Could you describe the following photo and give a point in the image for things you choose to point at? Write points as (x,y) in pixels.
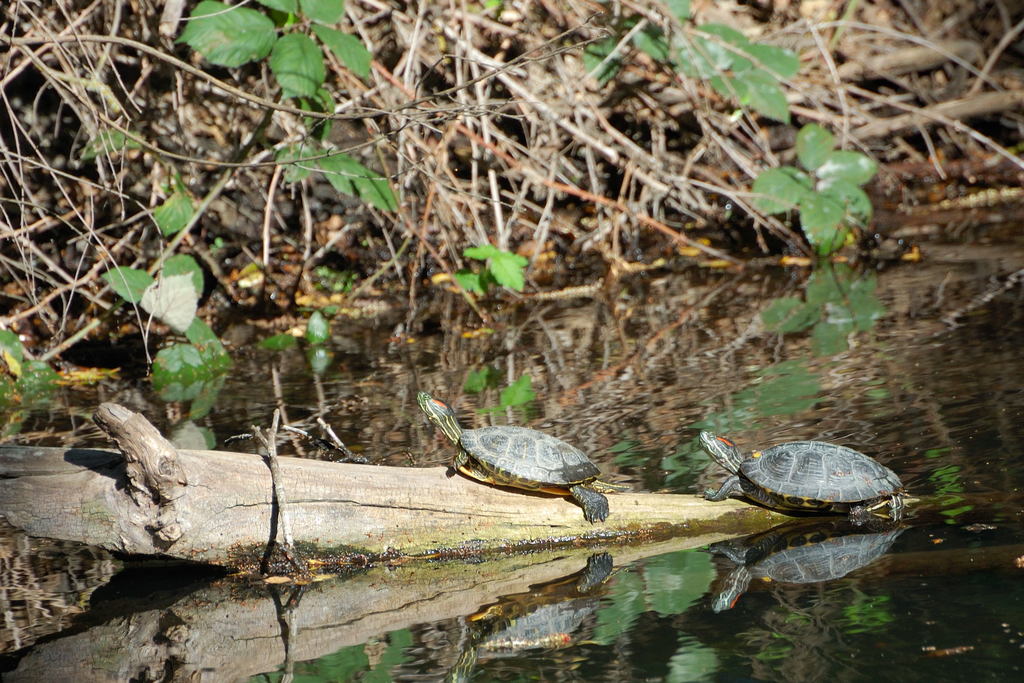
In this image I can see two tortoise (569,489) which are on the branch (360,527) of the tree (360,476). These are in ash color. To the side I can see the water (665,349) and the dried sticks (313,159) and green leaves (305,167).
